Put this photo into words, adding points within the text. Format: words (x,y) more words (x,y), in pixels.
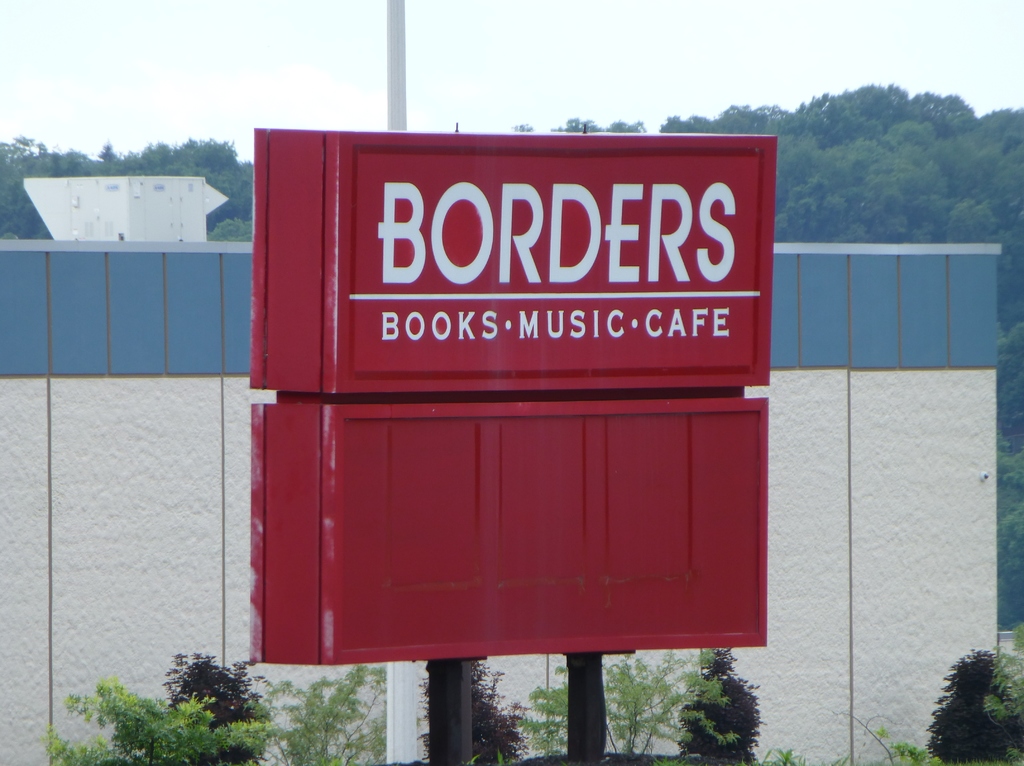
In this image I can see the red color box (634,522) and I can see something written on the box (690,375). Background (798,380) I can see the wall (860,375) in white color and I can see trees (946,127) in green color and the sky (582,72) is in white color.
